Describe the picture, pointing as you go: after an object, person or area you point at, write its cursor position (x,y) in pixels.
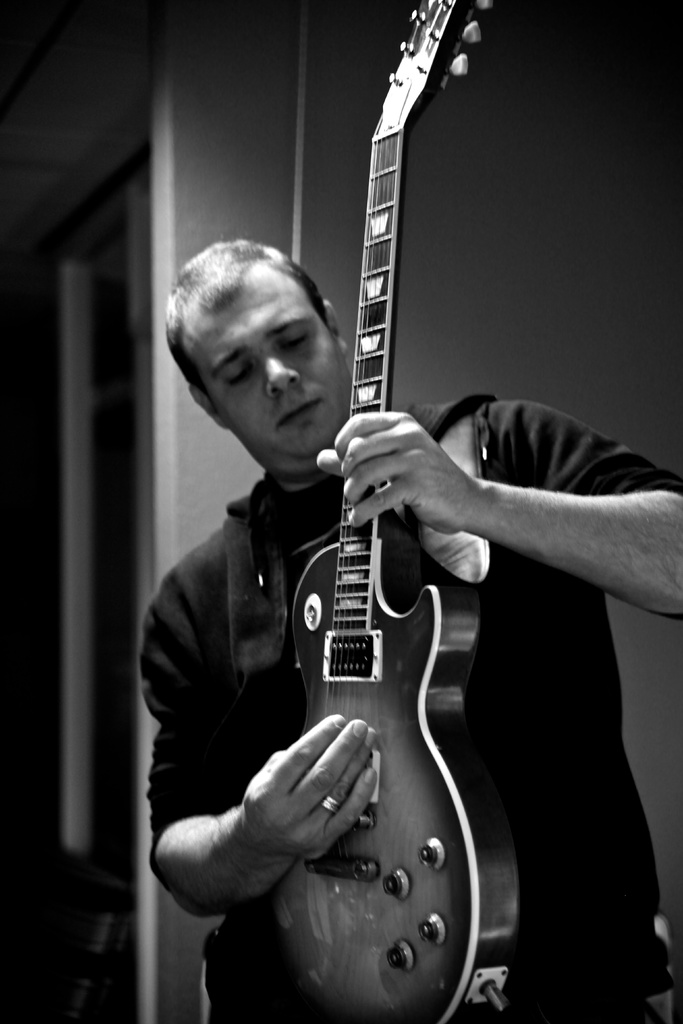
The image is in black and white color. A person (315,798) holding a guitar (385,787) and playing it. He is wearing a black T shirt (236,622). In the background (126,877) there is a window (131,604).
